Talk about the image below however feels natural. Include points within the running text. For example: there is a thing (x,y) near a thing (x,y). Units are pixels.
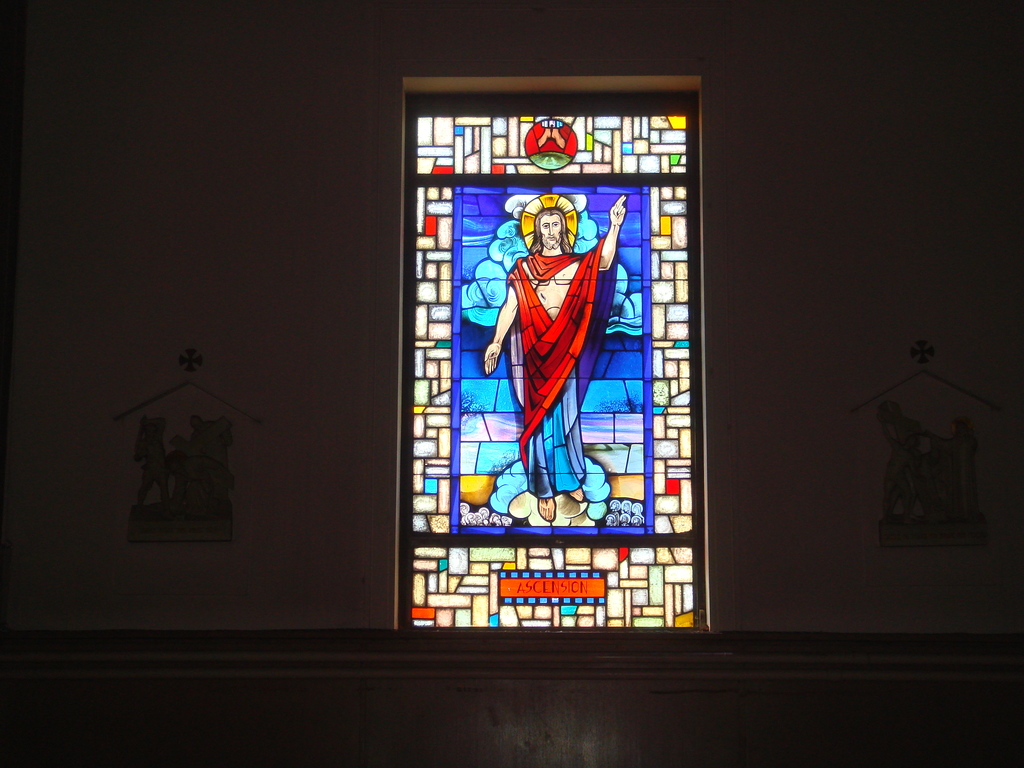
In the image there is a window (457,202) with a man painting (497,338) on it on the wall (261,185).
